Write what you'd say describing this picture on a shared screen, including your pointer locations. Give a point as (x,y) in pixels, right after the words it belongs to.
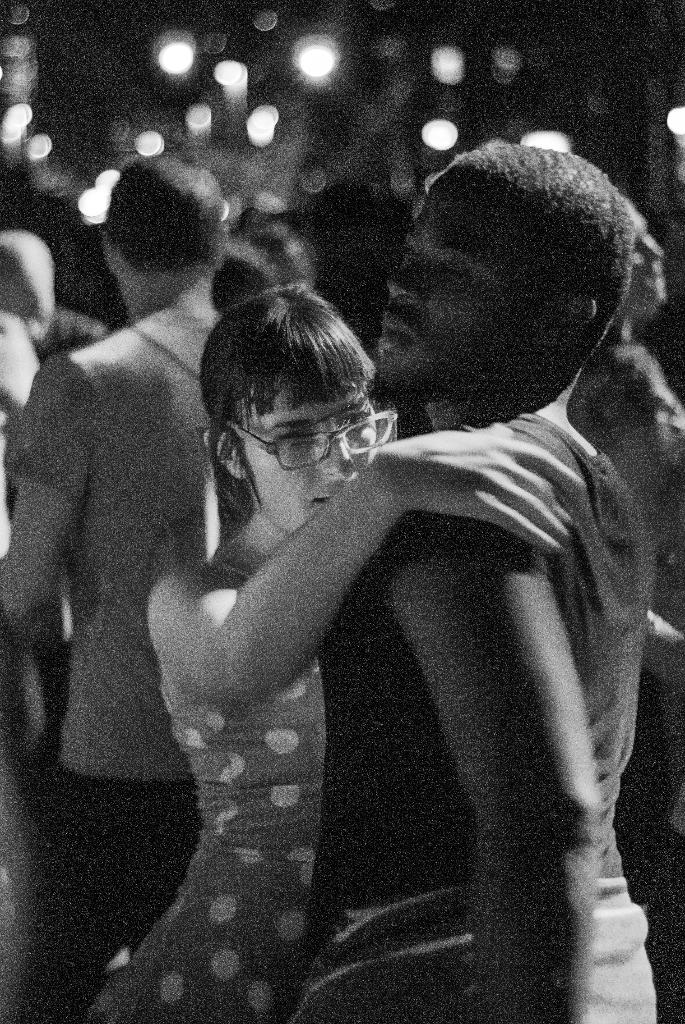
This is a black and white image, in this image people (426,616) are dancing.
